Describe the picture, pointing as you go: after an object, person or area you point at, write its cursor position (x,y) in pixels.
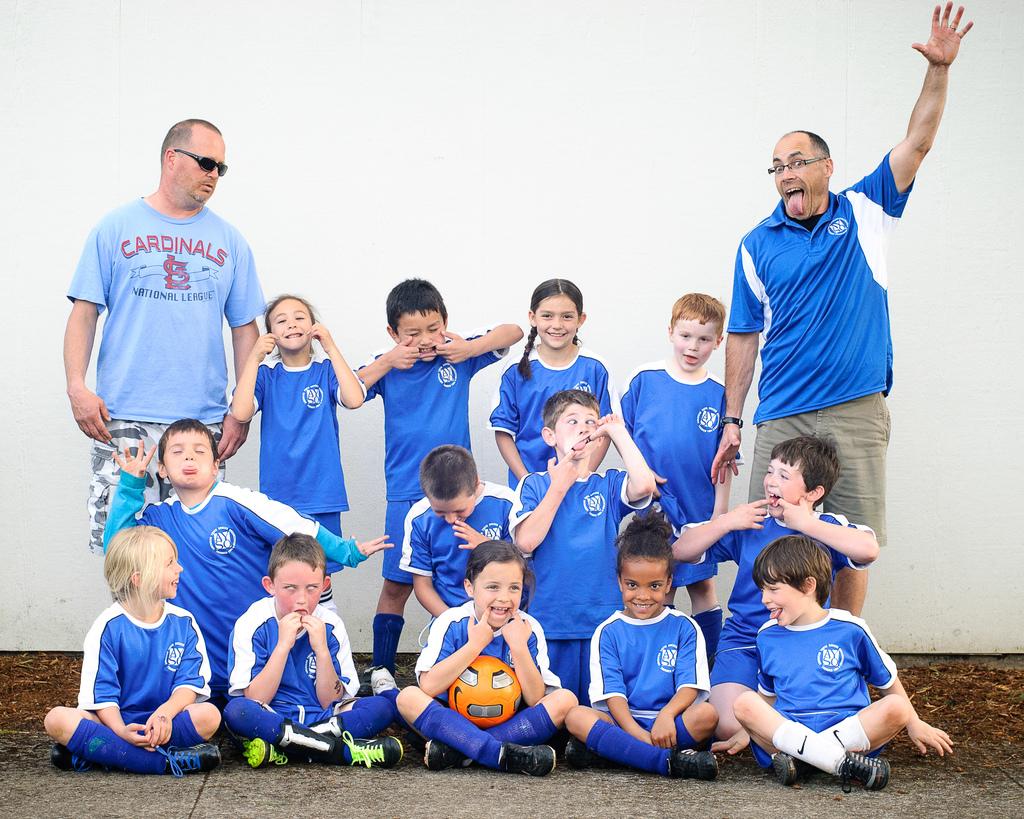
In this image we can see people (261,403) standing and some of them are sitting. There is a ball (478,717). At the bottom (123,790) there is a floor (533,811). In the background (554,181) there is a wall (437,93).
